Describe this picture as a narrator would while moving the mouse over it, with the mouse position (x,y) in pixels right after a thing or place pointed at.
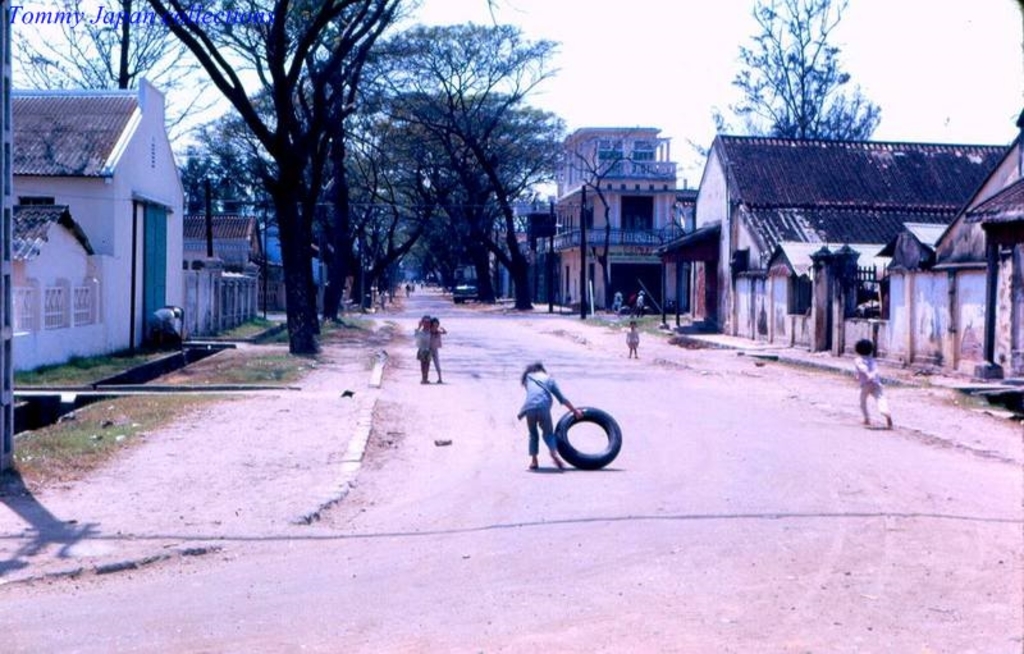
In this picture there are kids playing on the road (606,394). On the left side (112,274) there are buildings (150,270) and there are trees (346,233). On the right side (691,222) there are buildings (657,247) and in the background (442,238) there are trees (481,207).
